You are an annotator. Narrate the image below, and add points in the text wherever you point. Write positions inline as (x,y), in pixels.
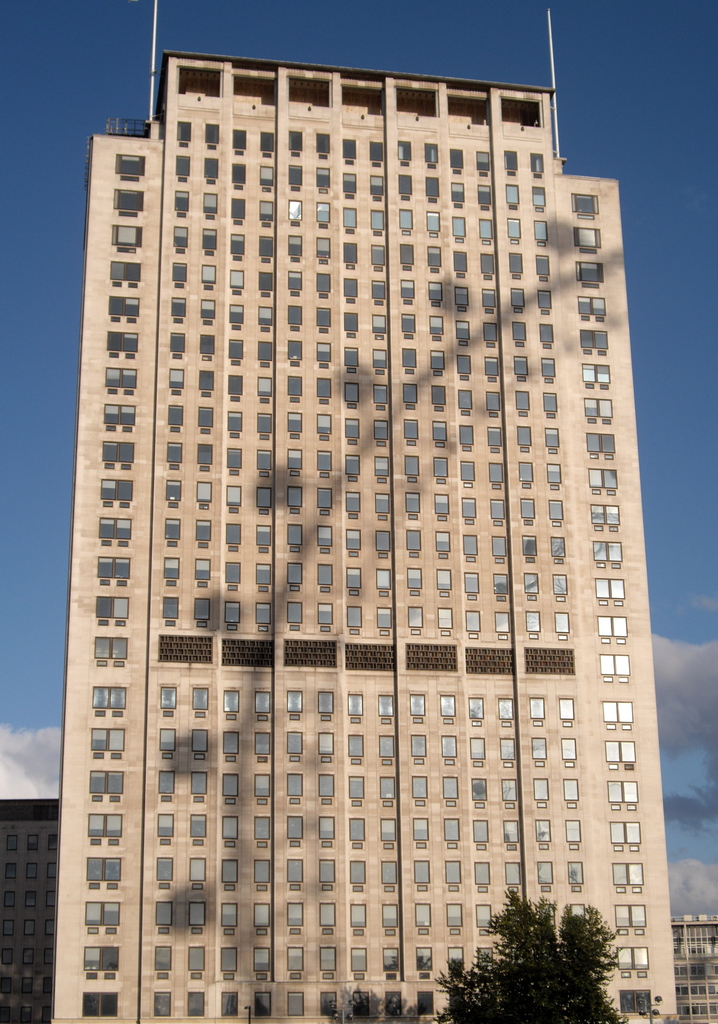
In this picture there is a building (519,264). At the top of the building (499,115) there are two poles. In the bottom (589,975) we can see trees (480,968). In the background (675,969) we can see many buildings (711,955), sky (680,607) and clouds (699,646).
